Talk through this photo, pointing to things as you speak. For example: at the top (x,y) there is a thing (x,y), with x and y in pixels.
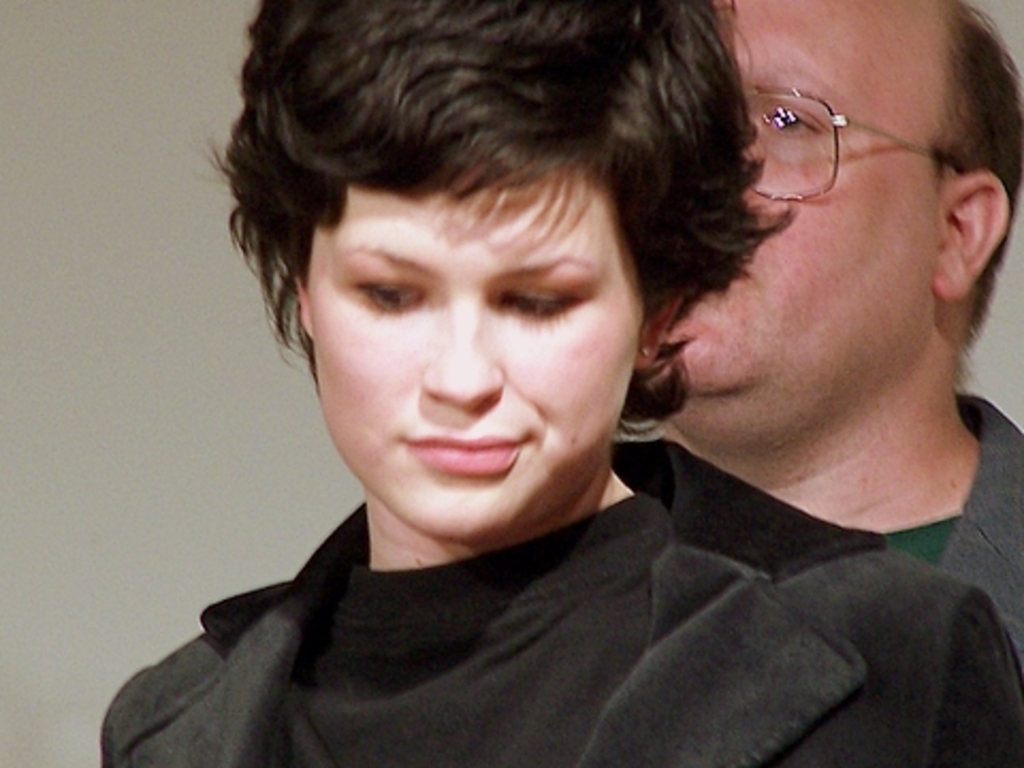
In front of the picture, we see a woman (633,489) is wearing a black dress (562,677). Behind her, we see a man (933,450) is wearing a grey shirt (981,542) and he is even wearing the spectacles (829,172). In the background (211,322), we see a white wall (121,416).
